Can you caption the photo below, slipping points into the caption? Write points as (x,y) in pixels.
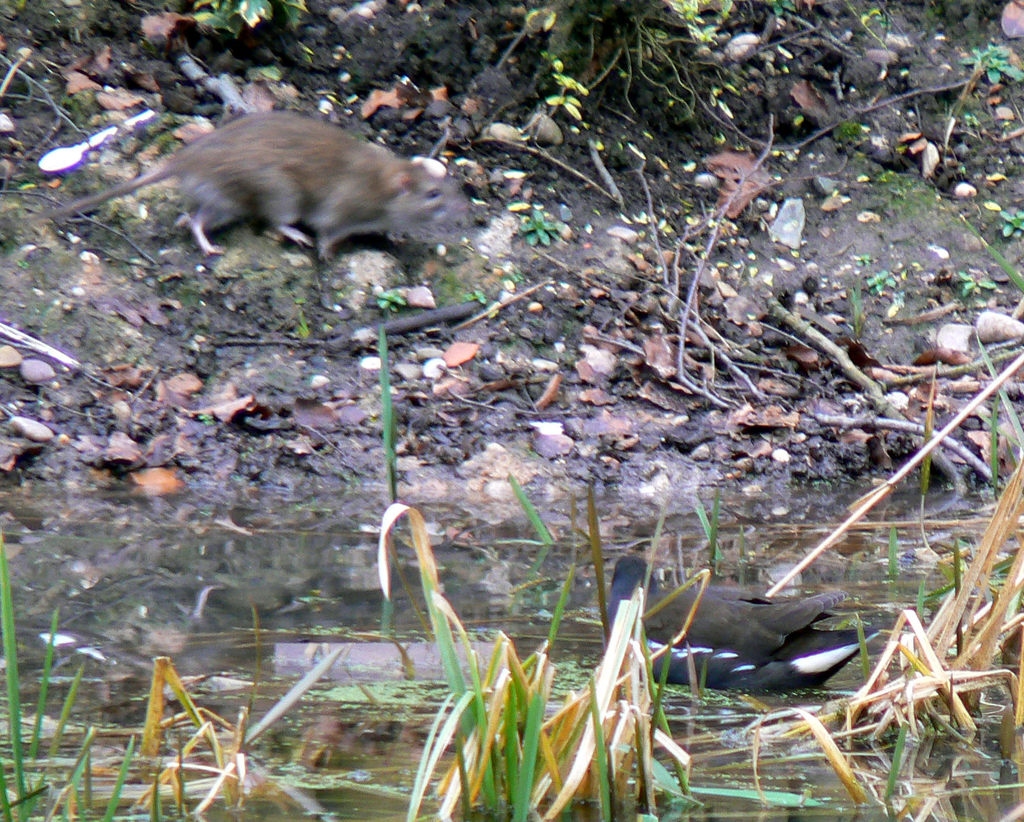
Here we can see a rat (231,190), water (374,620), grass (561,616), bird (740,611), dried leaves (879,448), spoon (52,157), rocks (960,342) and sticks (847,419).
